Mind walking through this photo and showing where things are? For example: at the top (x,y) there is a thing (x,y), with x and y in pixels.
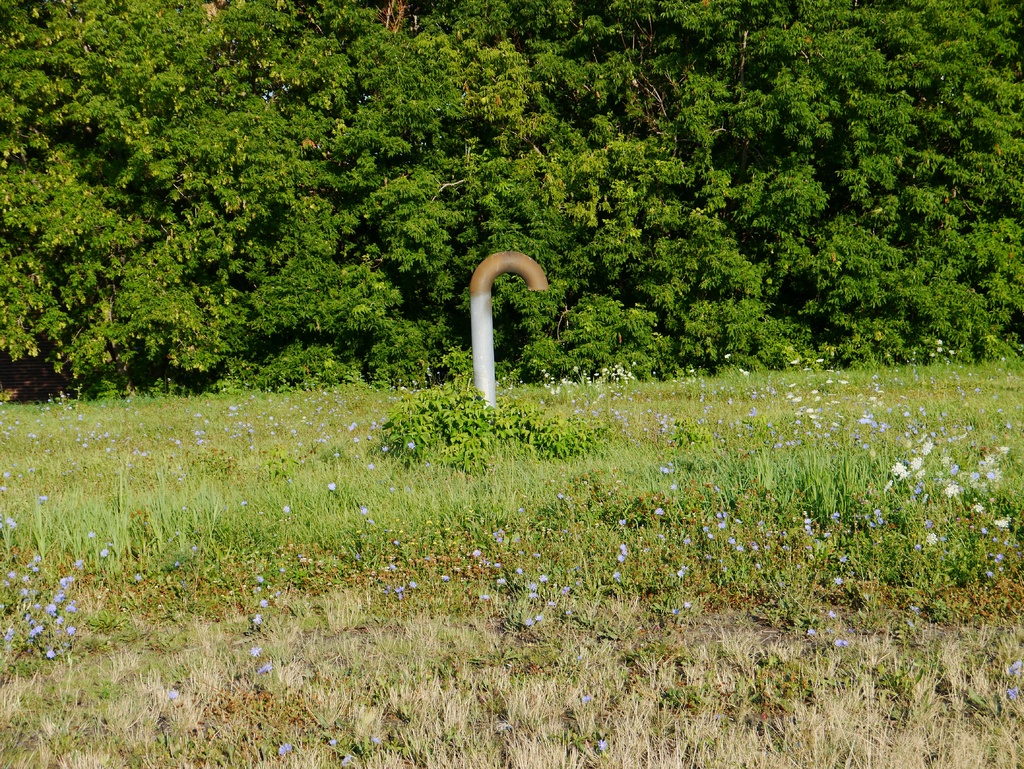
In the middle (585,257) I can see a pipe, grass (439,466) and trees (136,223). This image is taken may be in the forest (613,224).
